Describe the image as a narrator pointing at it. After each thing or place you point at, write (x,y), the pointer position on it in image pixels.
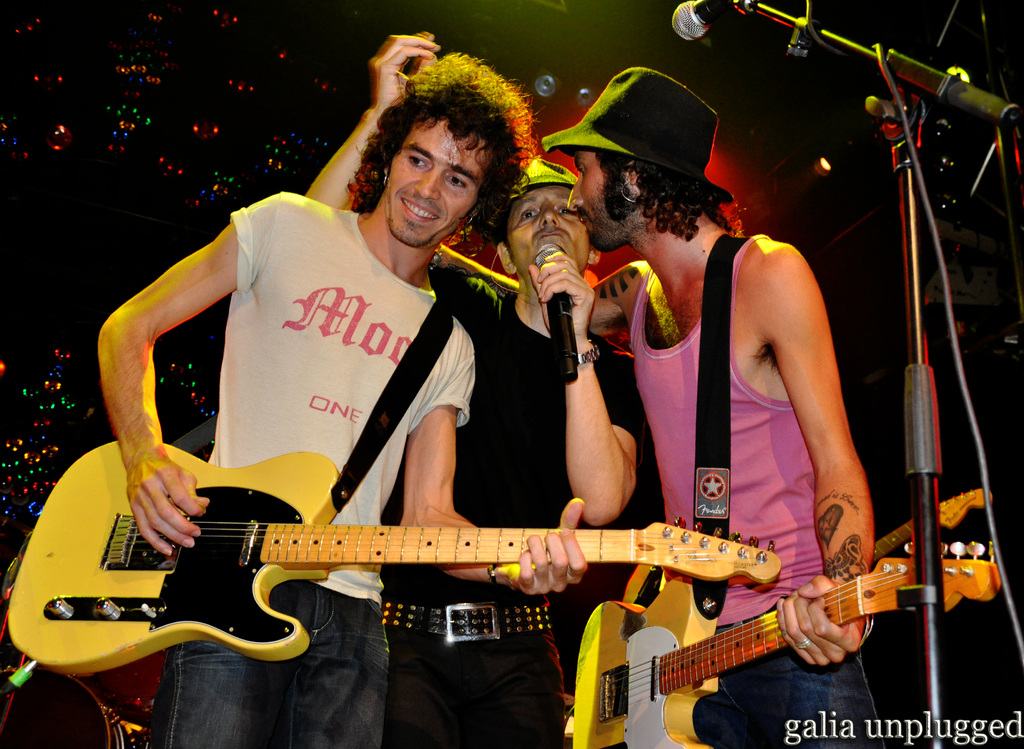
In this image I can see three men (523,249) where two of them are holding guitar (859,604) and one is holding a mic (543,249) in his hand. Here I can see one more mic (706,13).
